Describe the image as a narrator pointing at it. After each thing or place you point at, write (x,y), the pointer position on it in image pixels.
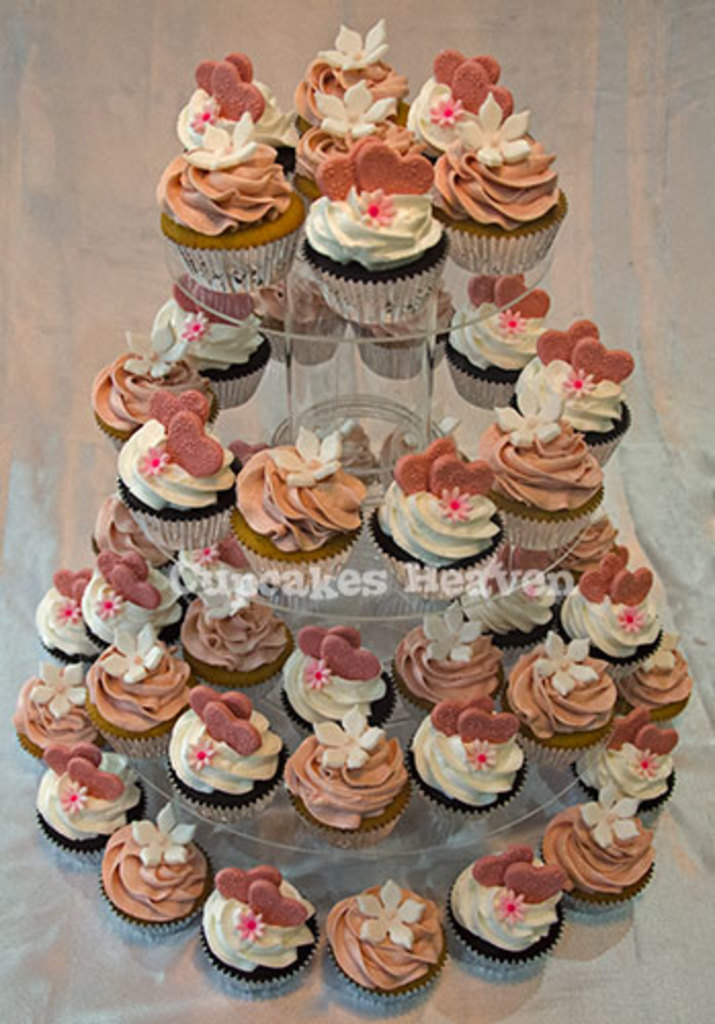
In this image I can see few colorful cupcakes (384,540) on the cake stand (307,385). Background (166,116) is cream and white color.
